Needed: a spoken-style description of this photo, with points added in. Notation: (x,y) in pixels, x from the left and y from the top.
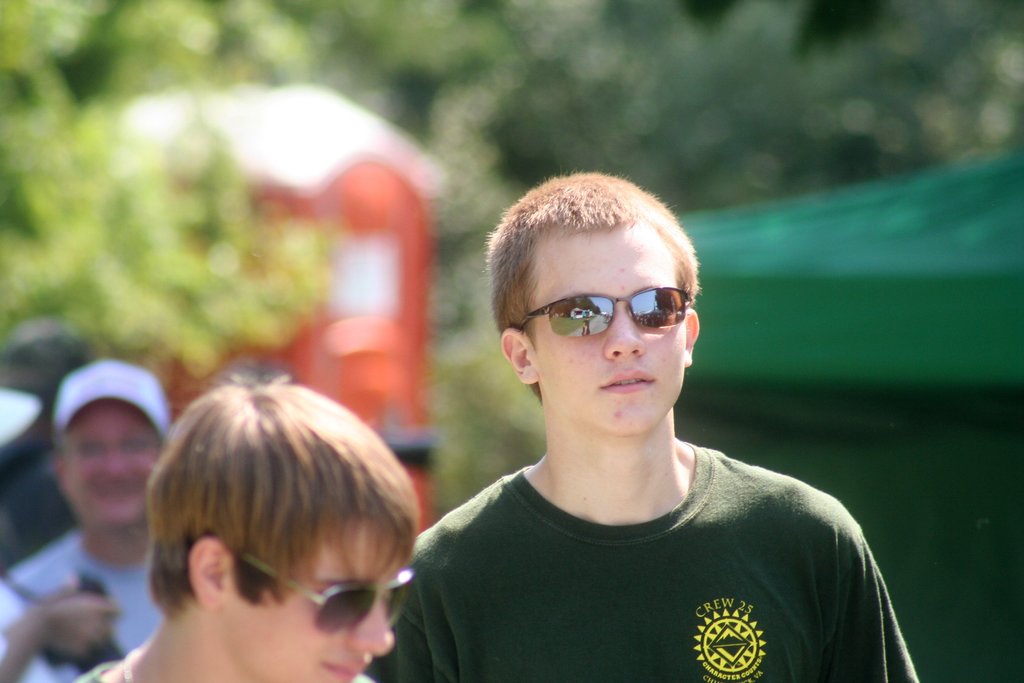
In this picture we can observe two men (573,462) wearing spectacles (340,587). We can observe a green color T shirt (538,583). In the background (106,555) there is another person (108,540) standing, wearing white color cap (63,408) on his head (75,490). There are trees (271,66) in the background (457,118).
